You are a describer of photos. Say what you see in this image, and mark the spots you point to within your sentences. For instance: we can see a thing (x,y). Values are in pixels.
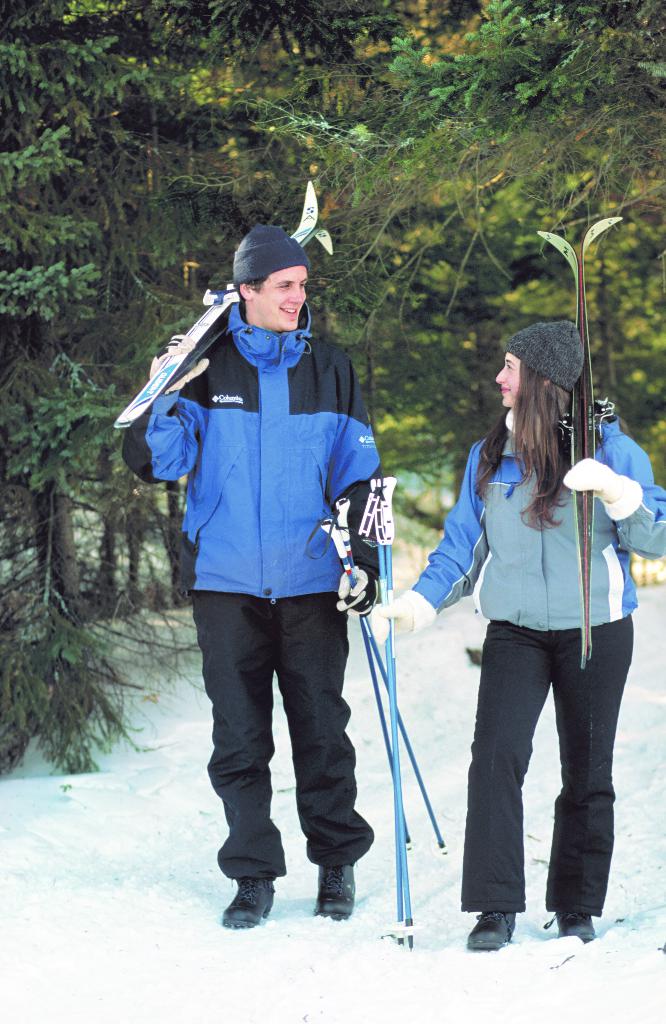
In this picture there are two people (439,605) walking on the snow (109,882) and holding sticks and skis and wore caps (253,267) and jackets (290,545). In the background of the image (324,218) we can see trees (427,49).
